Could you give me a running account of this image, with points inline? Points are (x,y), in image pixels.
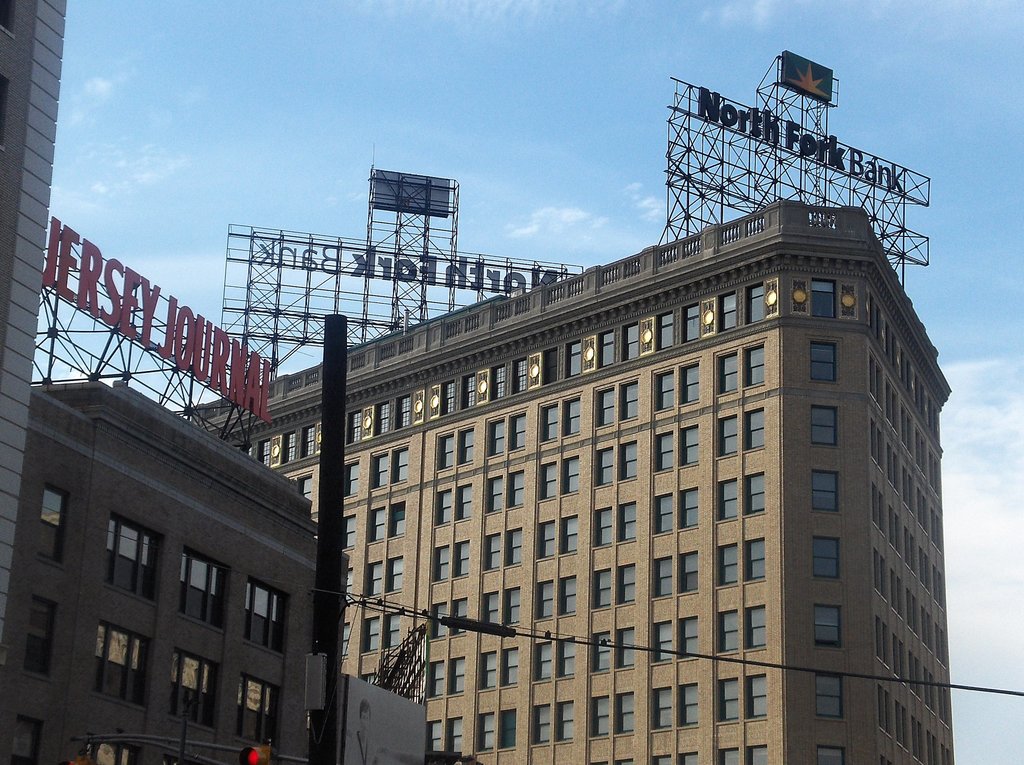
In this image there is the sky (570,94) towards the top of the image (480,112), there are clouds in the sky (393,148), there are buildings (385,528) towards the bottom of the image (512,610), there are windows (727,363), there is a pole (338,491) towards the bottom of the image (336,600), there is a wire (966,684) towards the right of the image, there is text (842,146).
